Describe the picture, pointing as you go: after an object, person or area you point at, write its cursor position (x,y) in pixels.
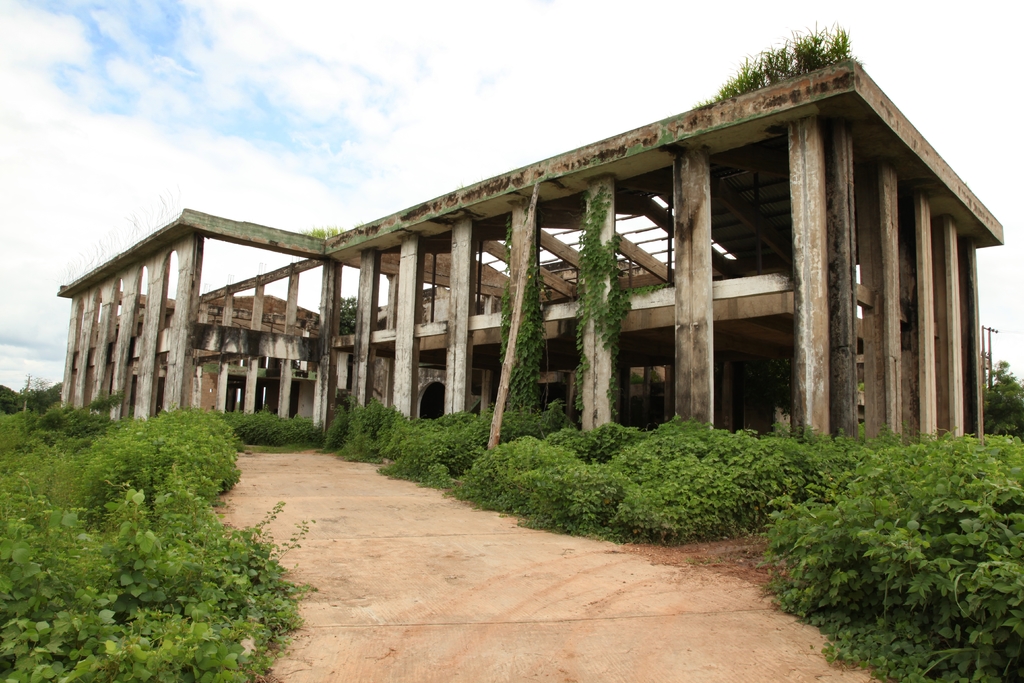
This image is taken outdoors. At the top of the image (71,149) there is the sky (290,94) with clouds (497,30). At the bottom of the image (479,622) there is a ground (400,545). On the left (106,484) and right sides of the image there are many plants (564,463) with leaves (165,667) and stems (222,416) on the ground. In the middle of the image (359,306) there is a half constructed building (776,325). There are two creepers (527,306) on the pillars (537,261).
